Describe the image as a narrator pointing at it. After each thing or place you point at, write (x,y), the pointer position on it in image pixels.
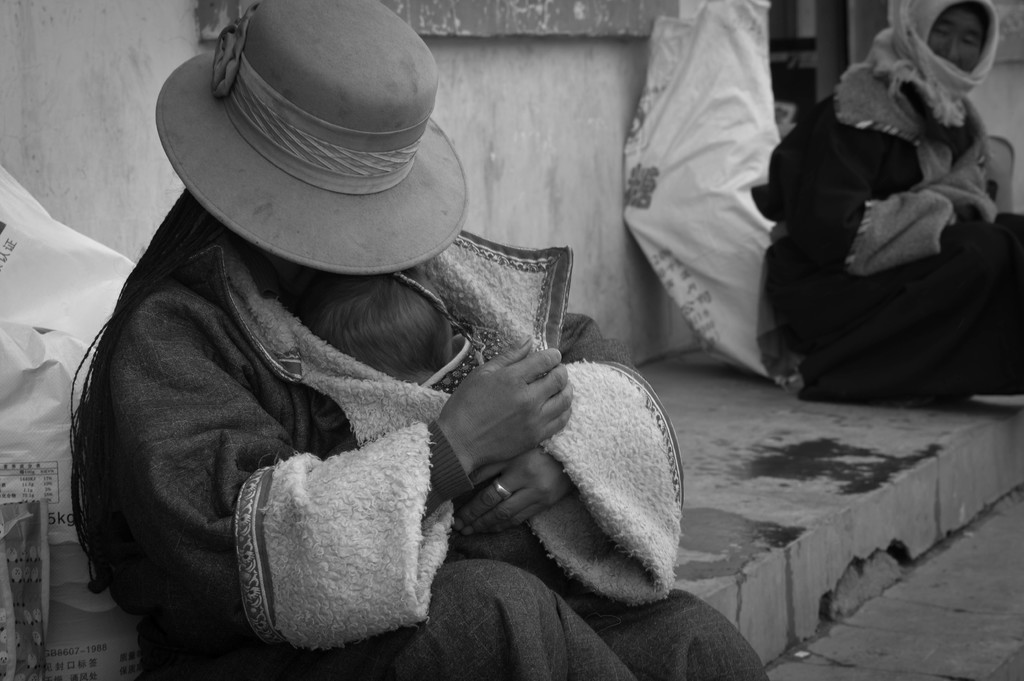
In this black and white image there are two persons (606,388) sitting on the pavement (658,367) of a road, one of them is holding a baby (355,340) in his hand (499,390). Behind them there are few objects (75,317) placed and there is a wall (157,71).
